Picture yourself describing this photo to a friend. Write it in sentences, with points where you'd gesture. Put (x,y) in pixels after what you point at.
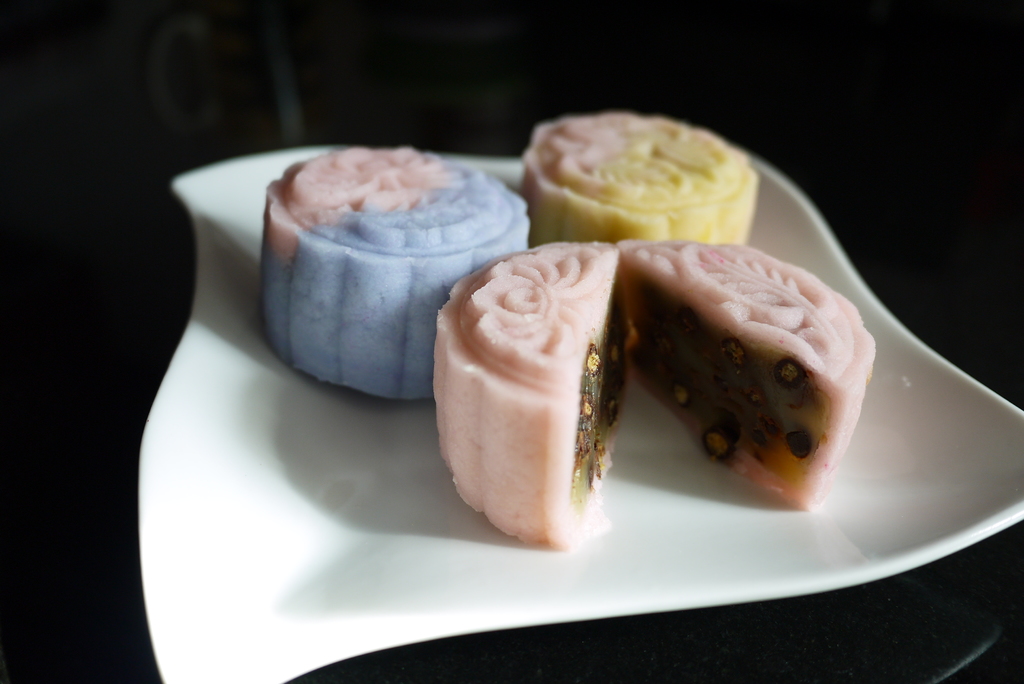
In the picture there are some food items (553,272) served on a plate (692,493).
